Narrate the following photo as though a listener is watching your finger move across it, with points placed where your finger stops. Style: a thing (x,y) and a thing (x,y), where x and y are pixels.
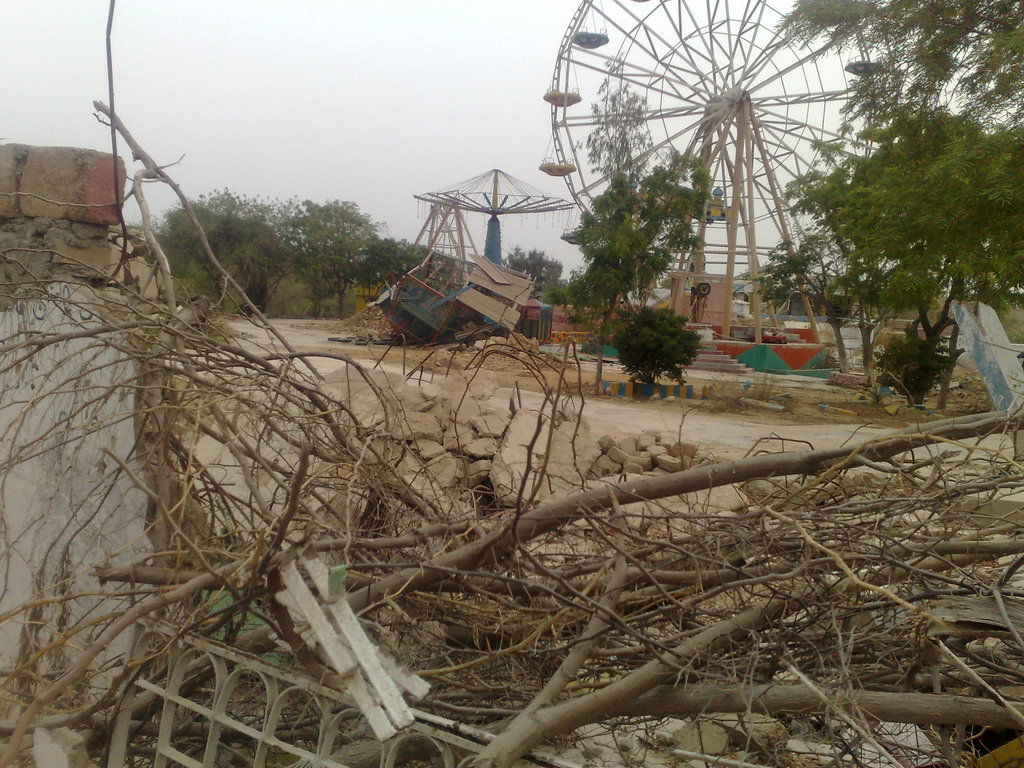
In this image I can see few dried trees (386,579). In the background (969,227) I can see few trees (1012,284) in green color and I can also see few rides (714,161) and the sky (361,74) is in white color.
